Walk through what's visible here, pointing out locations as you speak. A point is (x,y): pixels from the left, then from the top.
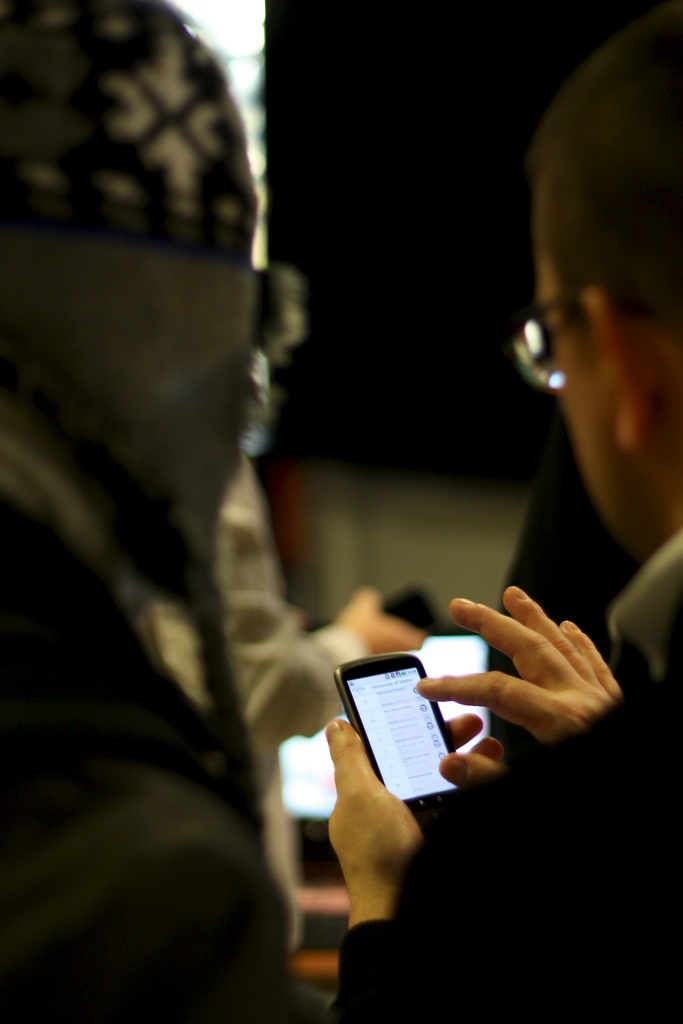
In this image there are two persons (521,702) who are sitting at the right side of the image (513,707) there is a person (423,681) holding mobile phone (368,712) in his hands (541,693).
